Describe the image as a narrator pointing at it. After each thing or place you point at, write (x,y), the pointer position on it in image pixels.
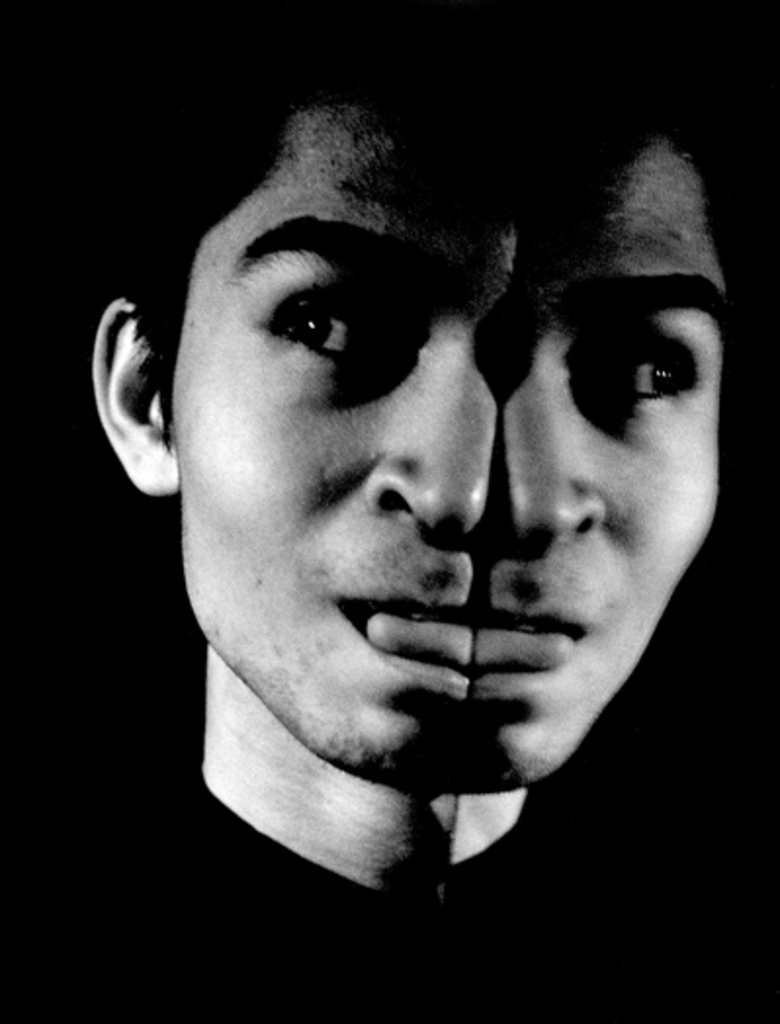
This is a black and white image. There is a person (346,612) in the middle (394,468). This looks like a mirror image.
